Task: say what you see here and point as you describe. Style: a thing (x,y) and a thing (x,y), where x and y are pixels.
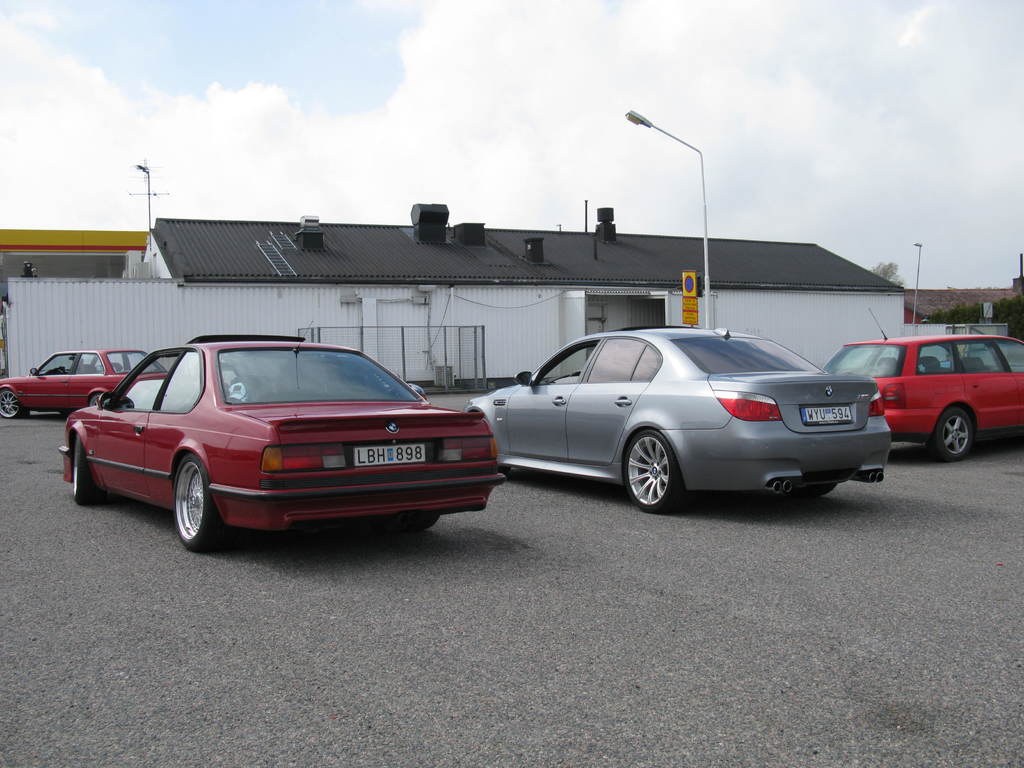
There are vehicles (70,364) in different colors on a road (979,526). In the background (748,266), there are poles (918,242), buildings (413,270) and there are clouds (467,72) in the blue sky (220,23).
